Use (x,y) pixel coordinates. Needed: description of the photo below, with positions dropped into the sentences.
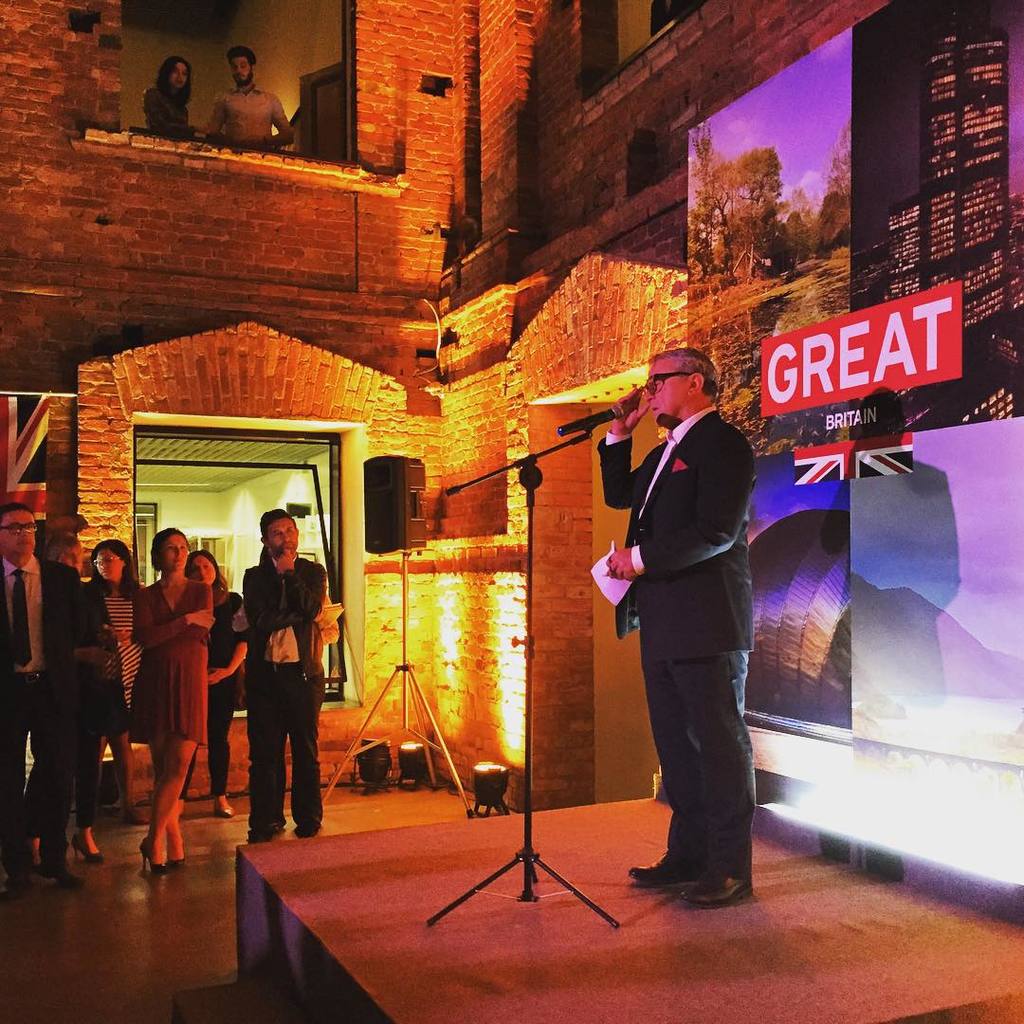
In this image we can see people (216,583) standing on the floor (207,801) and a man (682,520) is standing on the dais (553,920) and holding a paper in one of his hands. In front of him a mic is placed. In the background (498,216) we can see walls (329,360), electric lights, projector screen (782,528) and a speaker (398,501).
